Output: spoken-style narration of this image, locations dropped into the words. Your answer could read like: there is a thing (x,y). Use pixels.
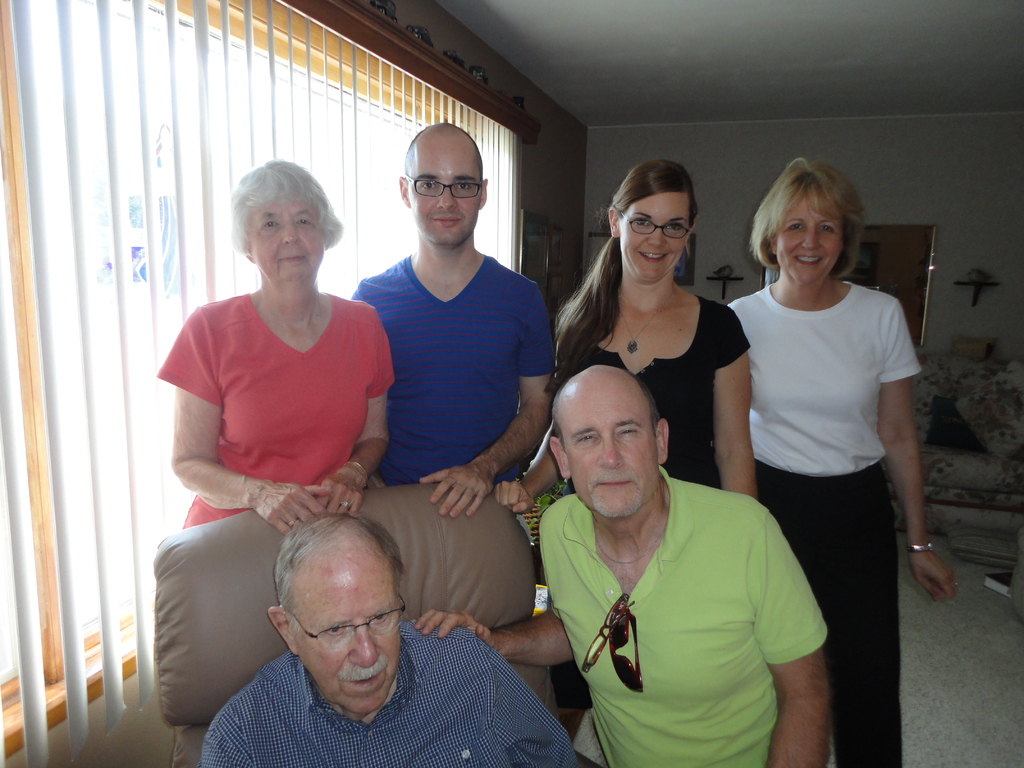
In this image I see 3 men (499,464) and 3 women (850,344) in which this man (226,755) is sitting on a chair (238,663) and I see that these both women (603,259) are smiling and in the background (973,686) I see the floor (963,676) and I see a couch (971,503) over here and I see the wall (763,180) and the ceiling (777,53).
